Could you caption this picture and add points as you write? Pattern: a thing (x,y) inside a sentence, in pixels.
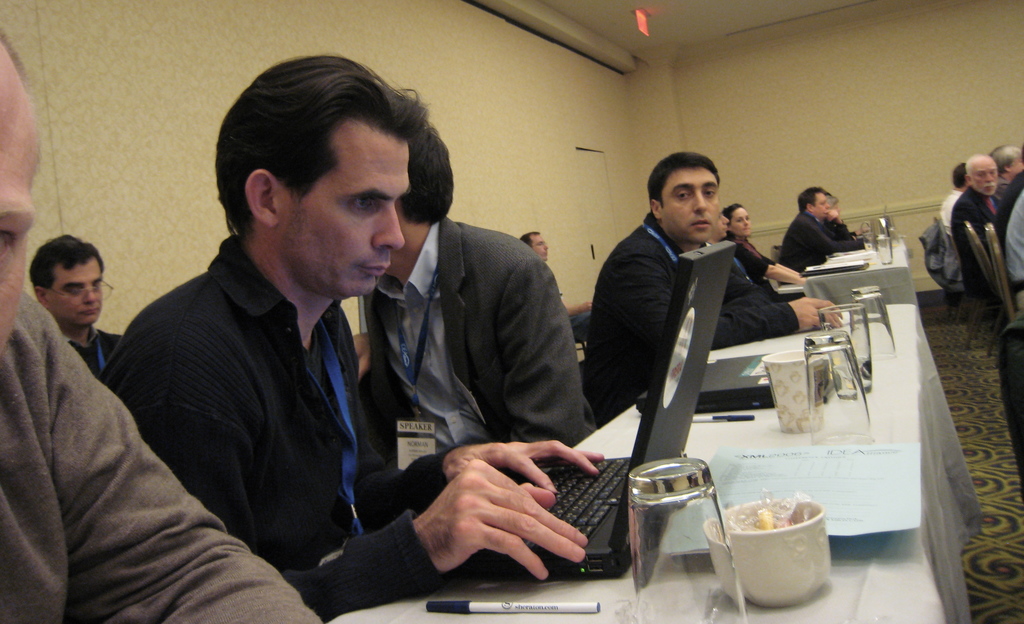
In this picture we can see a group of people (983,189) sitting on chairs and in front of them we can see tables (859,281) on the floor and on these tables (845,295) we can see glasses (855,322), cups (782,360), laptops (610,550), pens (593,610) and in the background (581,251) we can see the walls (743,68).
